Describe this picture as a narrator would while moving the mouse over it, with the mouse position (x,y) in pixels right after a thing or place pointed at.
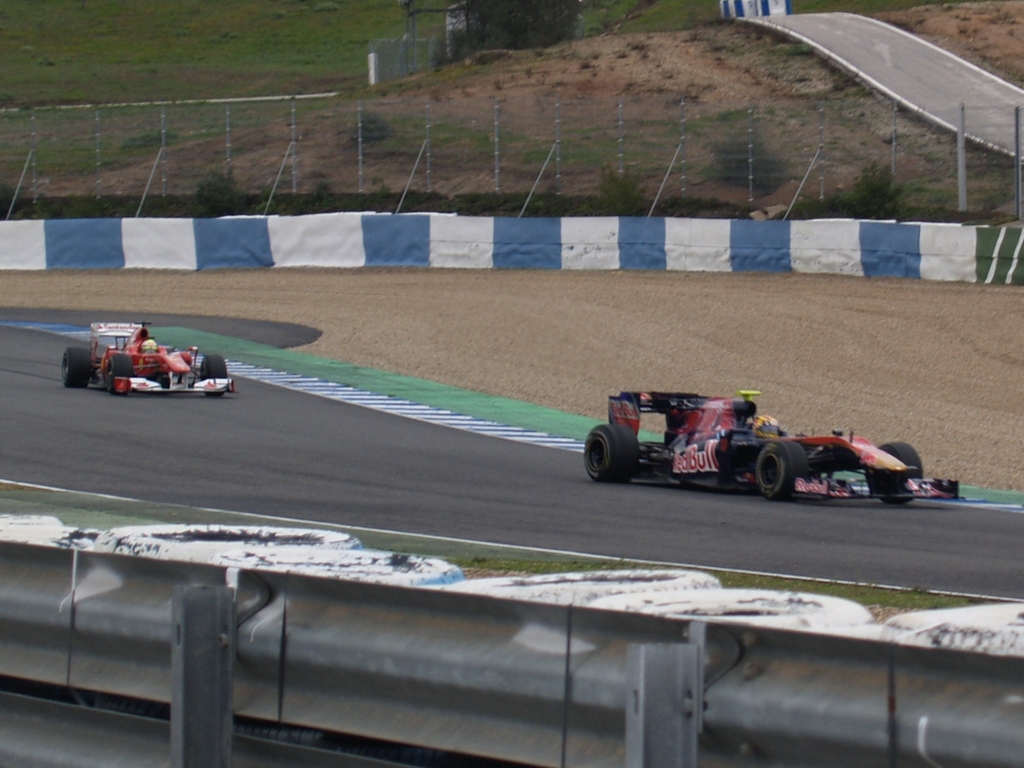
In this picture I can see the road (555,508) on which there are 2 cars (165,359). In the middle of this picture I can see the fencing (750,166) and few plants (406,200). In the background (203,37) I can see the grass (277,28).
